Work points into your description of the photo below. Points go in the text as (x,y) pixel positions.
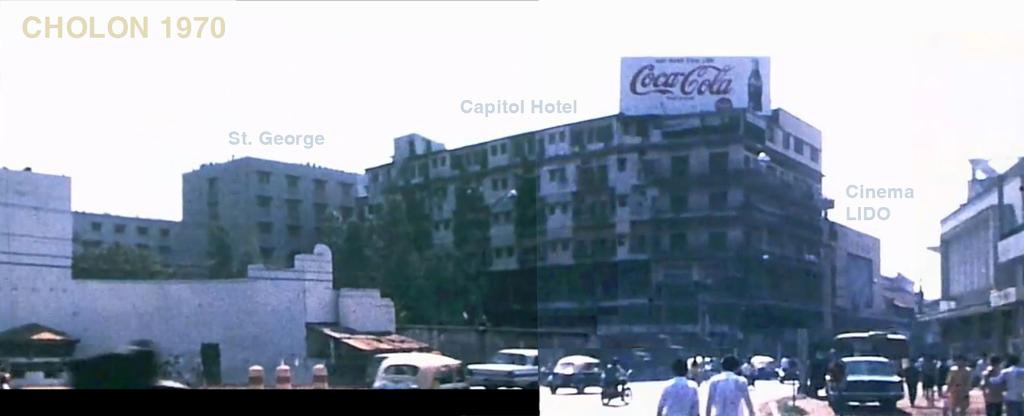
In this image in the center (546,189) there are some houses (617,202) and trees (393,224) and at the bottom (850,374) there are some vehicles (622,390) and some persons (837,374), and on the top of the image (401,98) there is sky (838,57) and also there is some text (485,107).
